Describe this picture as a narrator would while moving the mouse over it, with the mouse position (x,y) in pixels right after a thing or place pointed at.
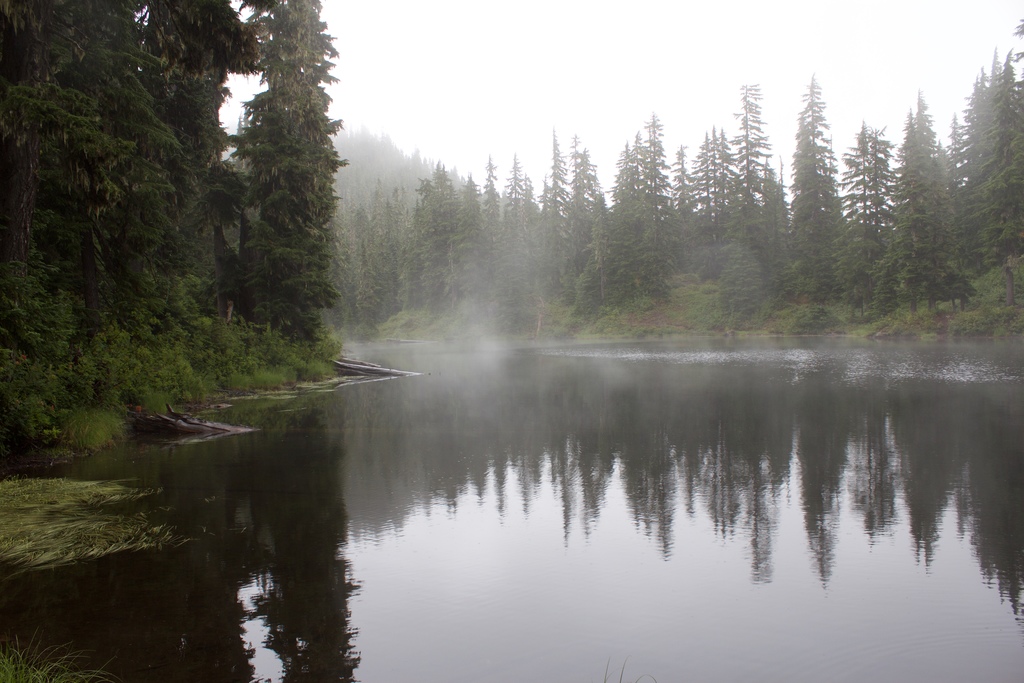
In this picture we can see river (629,364). On the background (970,269) we can see many trees (827,285). On the top (943,70) there is a sky (391,11).
